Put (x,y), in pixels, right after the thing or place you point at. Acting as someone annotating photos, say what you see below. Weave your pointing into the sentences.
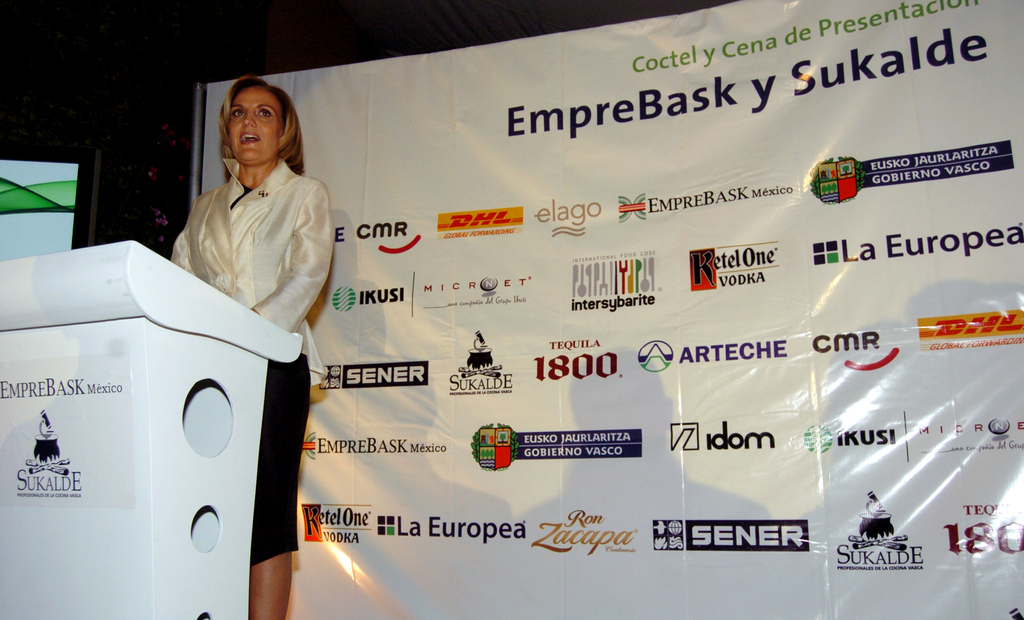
In the image we can see a woman (258,269) standing, wearing clothes (266,265) and the woman (276,216) is talking. In front of her there is a podium (117,417), white in color and behind her there is a banner (558,322).
